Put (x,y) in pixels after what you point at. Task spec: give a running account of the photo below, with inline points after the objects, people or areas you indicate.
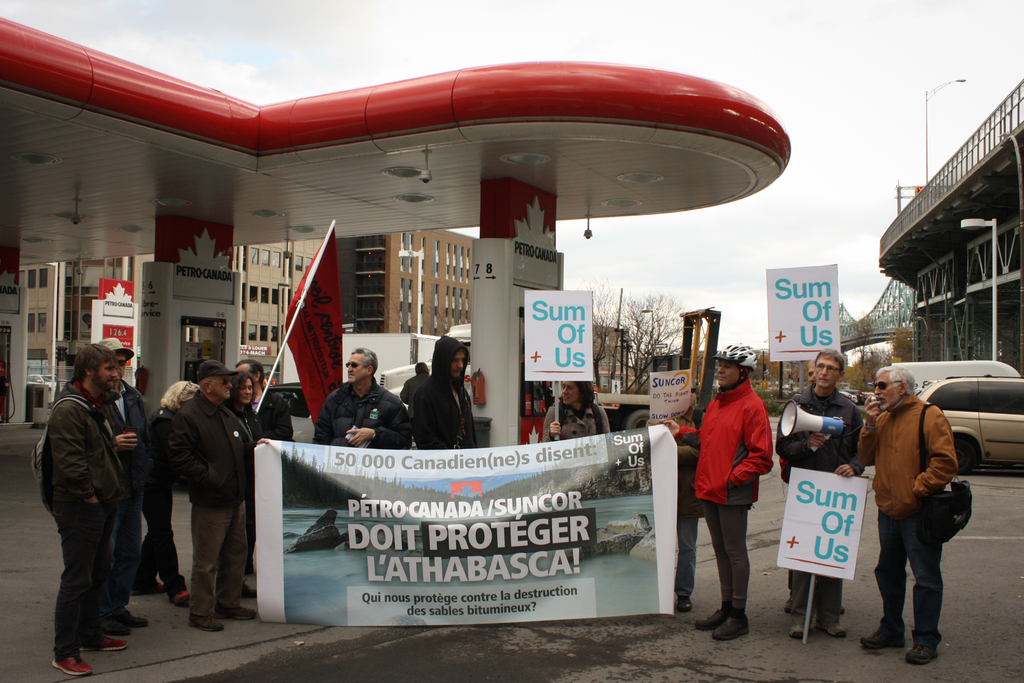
In this picture we can see some people (182,462) are standing on the roads (6,497) and holding banners (400,595), beside so many buildings (264,292) and trees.
